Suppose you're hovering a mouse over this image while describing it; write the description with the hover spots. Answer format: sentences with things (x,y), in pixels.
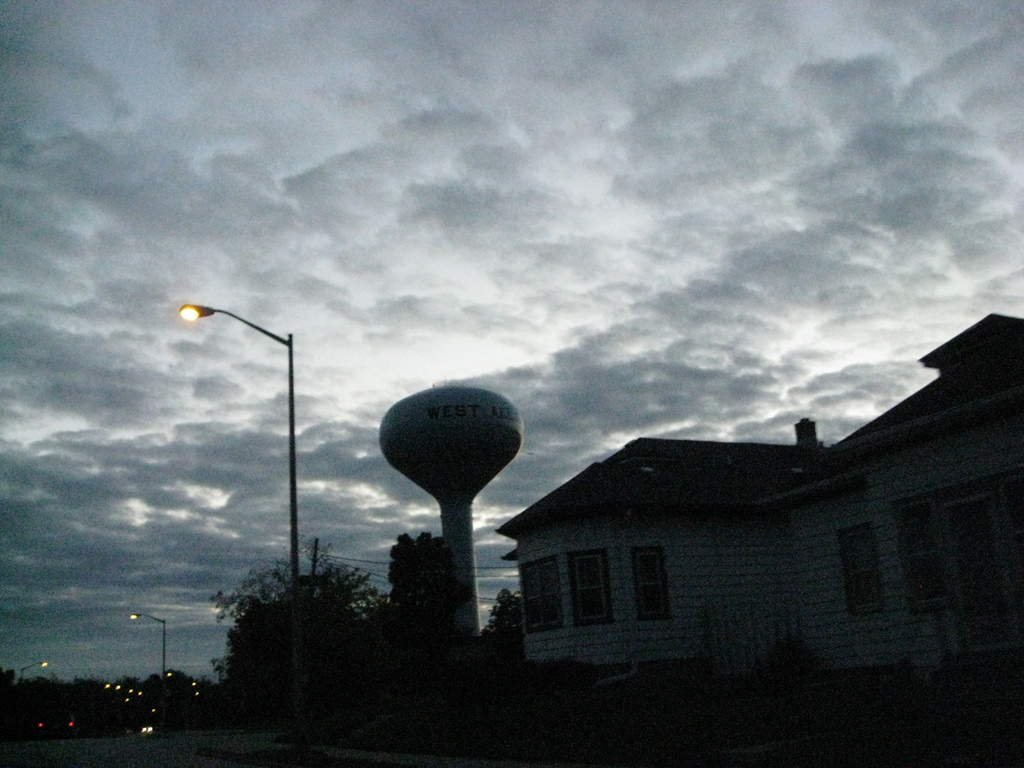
To the right side of the image (711,472) there is a house (616,488). There are light poles (138,693), trees (77,690). At the bottom of the image (143,746) there is road (143,751). There is a vehicle (73,726). At the top of the image (308,235) there is sky (308,235) and clouds (504,306).
